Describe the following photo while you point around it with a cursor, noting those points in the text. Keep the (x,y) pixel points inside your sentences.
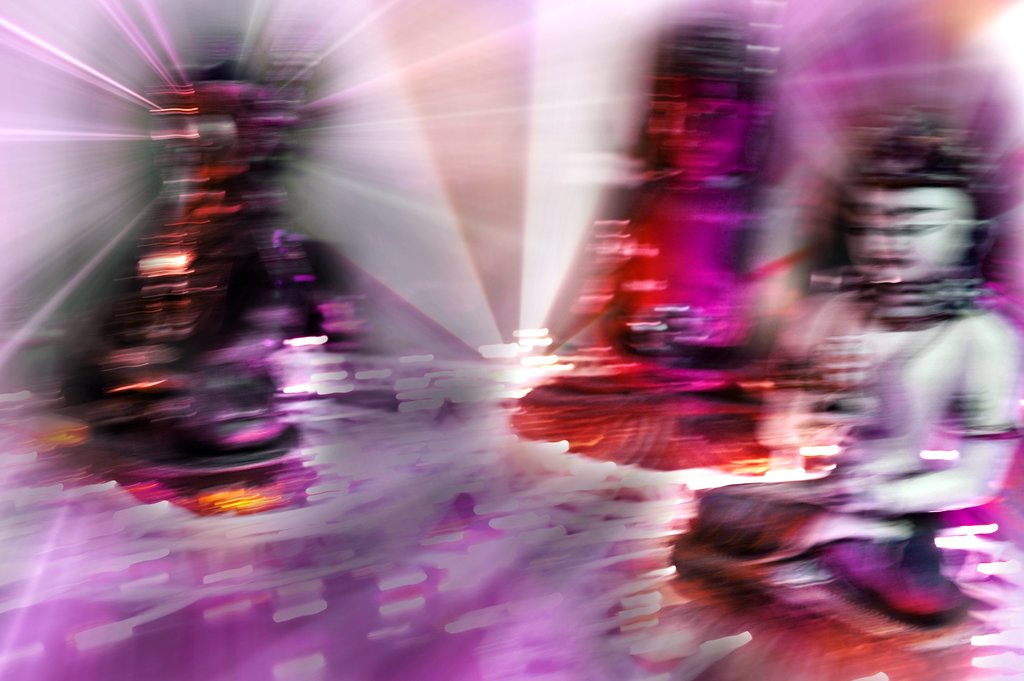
In this picture we can see few sculptures (702,336).
